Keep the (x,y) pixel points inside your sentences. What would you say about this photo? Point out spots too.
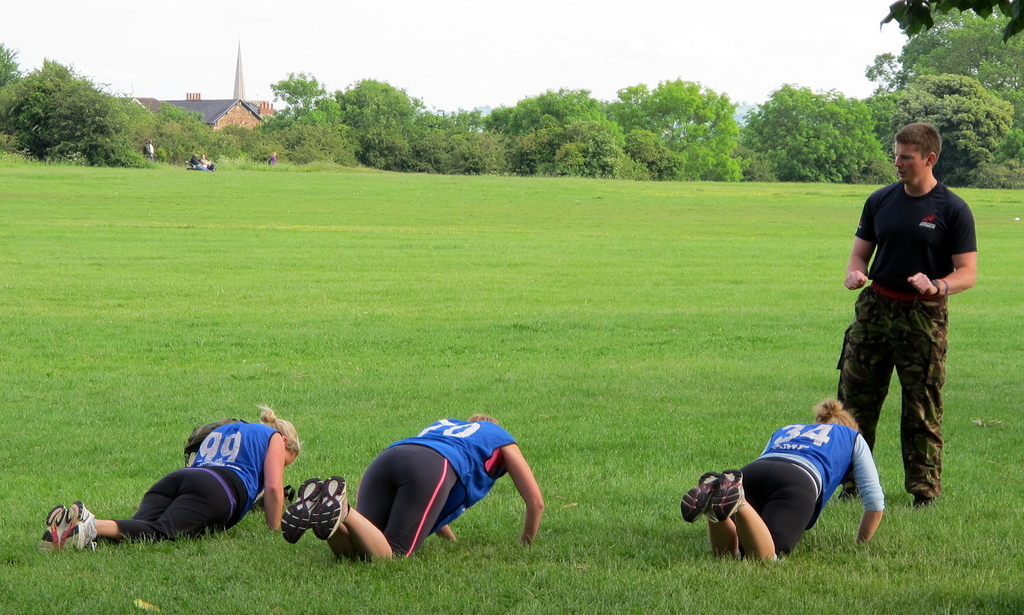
In this image I can see an open grass ground (319,382) and on it I can see few people (494,458). In the front (804,488) I can see three of them are wearing blue colour tops (246,426), black pants (203,505) and shoes (315,533). On the right side of the image (893,277) I can see a man (896,259) is standing. I can see he is wearing a black t shirt (924,229) and a camouflage colour pant (906,347). In the background (741,144) I can see number of trees (288,135), a building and the sky (471,110).
